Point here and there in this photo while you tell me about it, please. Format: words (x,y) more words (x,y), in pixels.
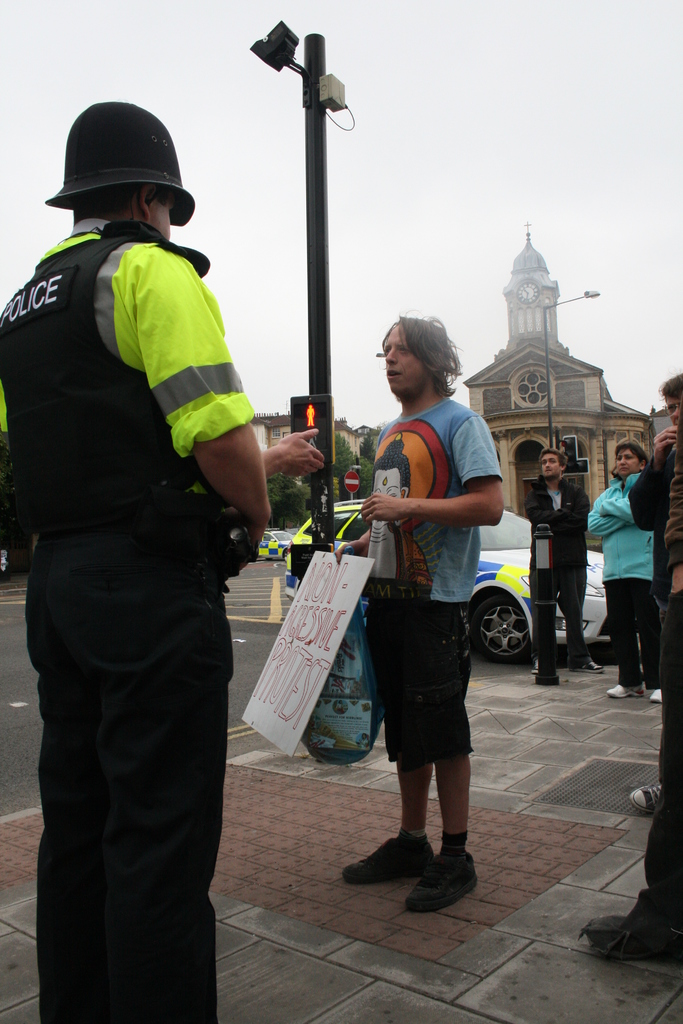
In this picture there are people (454,816) standing, among them there is a man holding a board (323,582) and we can see traffic signal (303,400) and objects (291,40) attached to the pole (330,528) and car (344,539) on the road (254,614). In the background of the image (262,549) we can see board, car (262,553), buildings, trees (340,461) and sky (581,167).
